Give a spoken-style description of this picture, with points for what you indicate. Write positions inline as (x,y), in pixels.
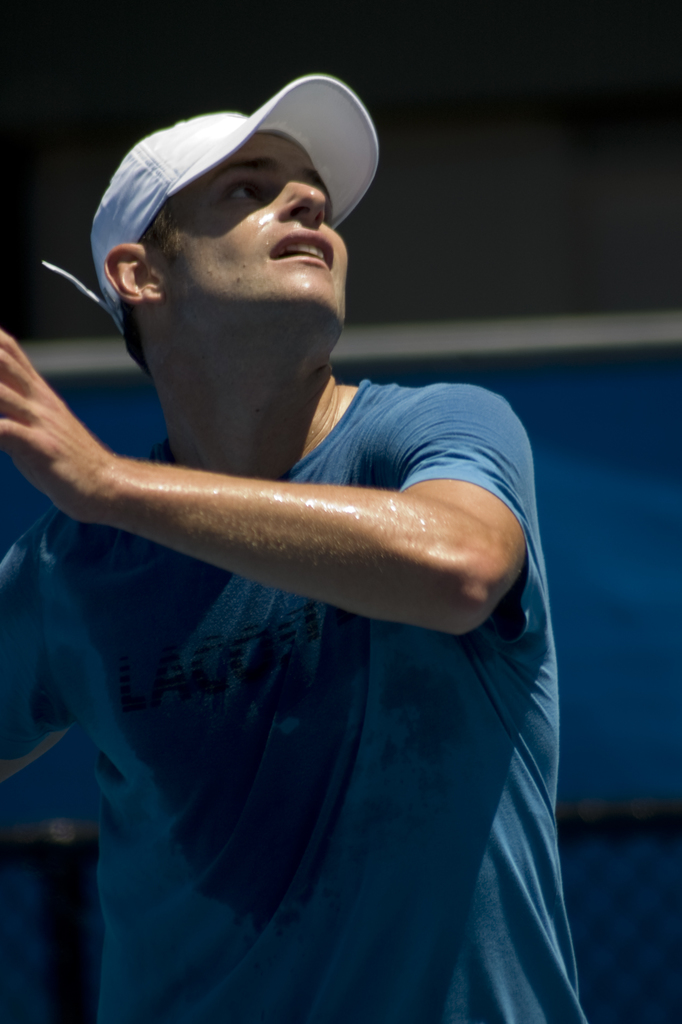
In the center of the image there is a person (108,944) wearing blue color t-shirt (153,1003) and white color cap (333,176).
